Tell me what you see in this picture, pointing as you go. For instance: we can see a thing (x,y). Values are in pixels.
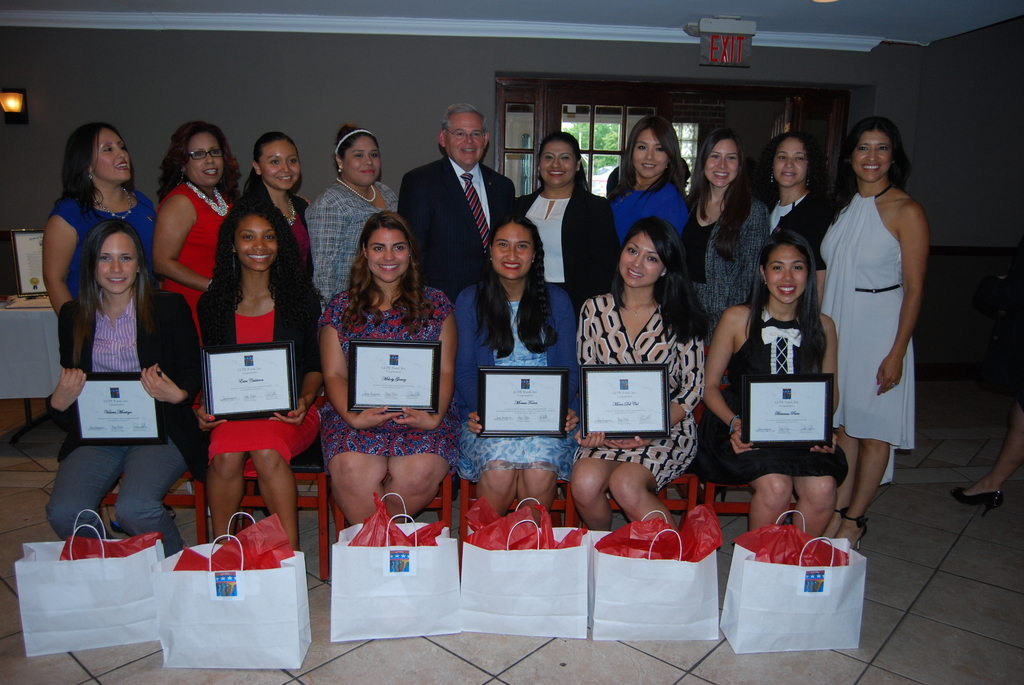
In this image we can see many people (543,312). Some are sitting on chairs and holding memento (223,396). In front of them there are packets (283,585) with some items (258,551). In the back (590,112) there are windows (623,109). On the ceiling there is an exit board (748,40). On the wall (761,65) there is a light (4,111). On the left side (27,325) there is a table (21,336) with some item (40,290).
